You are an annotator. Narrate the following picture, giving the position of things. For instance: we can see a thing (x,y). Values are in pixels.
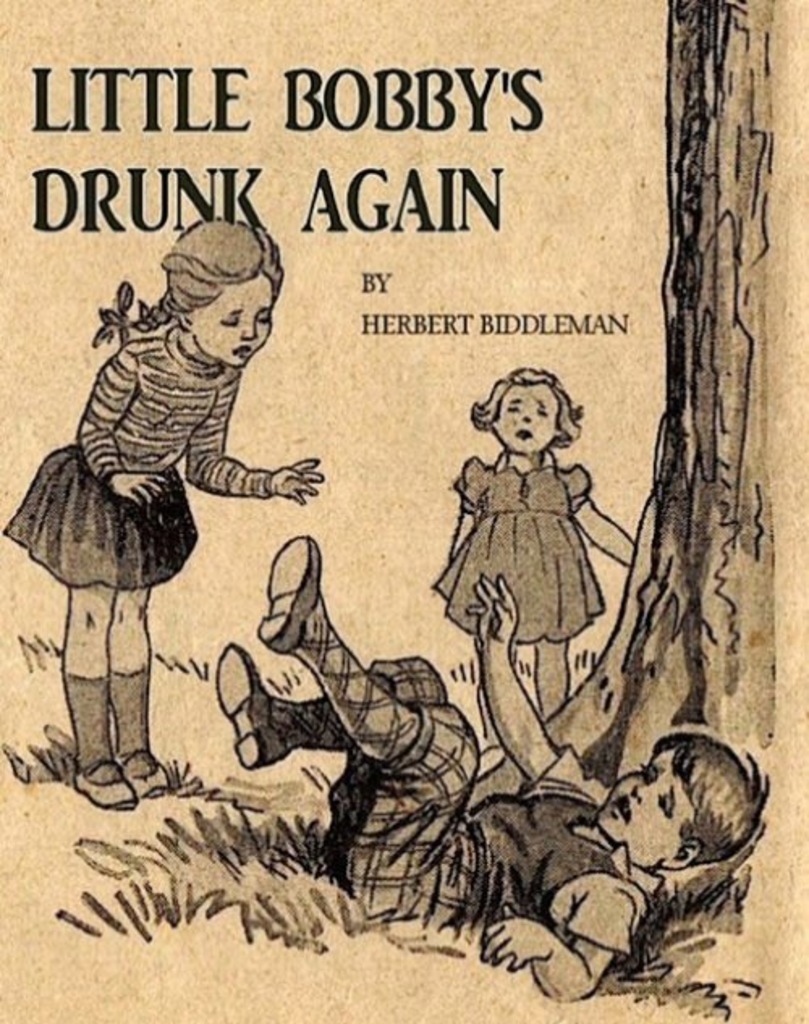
In this picture I can see the depiction of 3 children (216,405) in front (687,774) and I see the grass (203,789) and a tree (662,422) and I see something is written on top of this picture (443,220).
